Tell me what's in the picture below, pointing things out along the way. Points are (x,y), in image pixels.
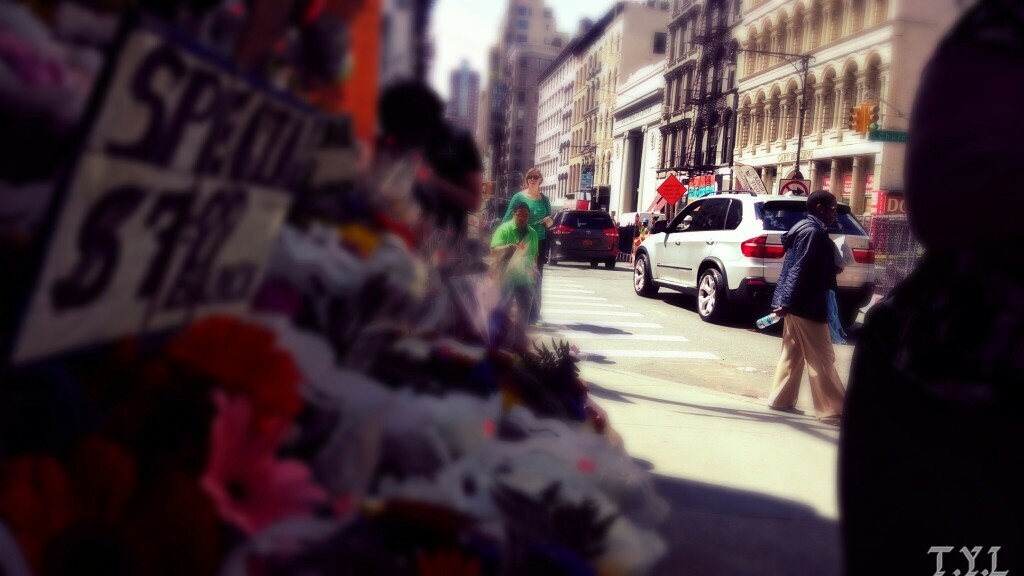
In this image we can see road (586,315). To the right side of the road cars (765,265) are there and buildings (575,113) are present. And few people (527,233) are walking on the road (654,321). Left side of the image (205,279) bouquet shop (324,343) is there.
